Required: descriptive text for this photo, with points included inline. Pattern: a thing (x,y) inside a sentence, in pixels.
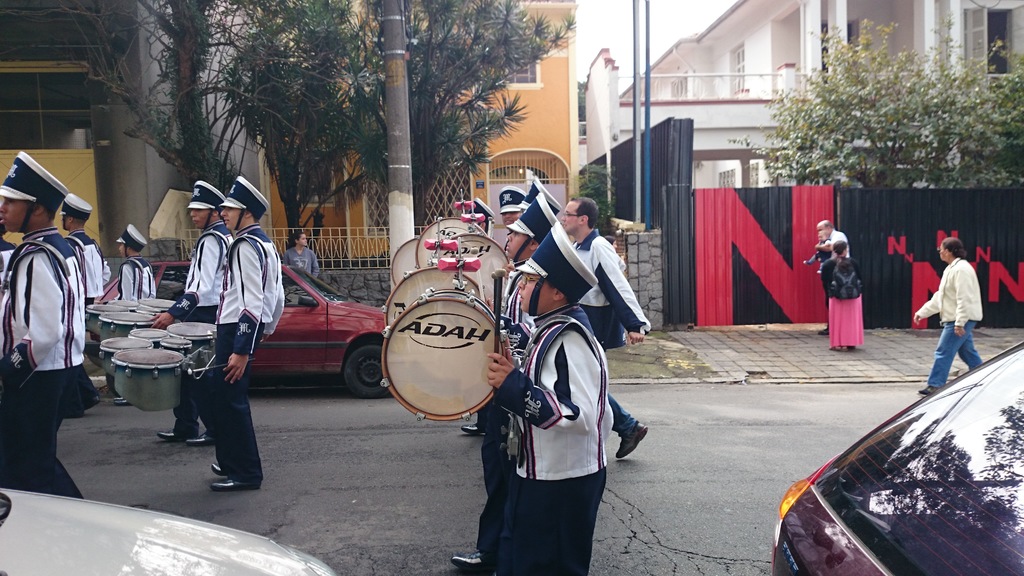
This image is clicked on the road (373,517). There are many people (47,302) walking on the road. They are playing drums (402,259). They are wearing uniform (509,400). There are cars (319,349) parked on the road (649,484). Behind them there is a walkway (770,354). There are a few people (311,257) on the walkway (717,341). Behind them there are buildings (86,104). There are walls (346,274) around the buildings (339,218). There is a railing (367,242) on the wall (367,287). In front of the building (373,226) there are trees (818,117) and poles (395,155). At the top (632,33) there is a sky (632,33).
